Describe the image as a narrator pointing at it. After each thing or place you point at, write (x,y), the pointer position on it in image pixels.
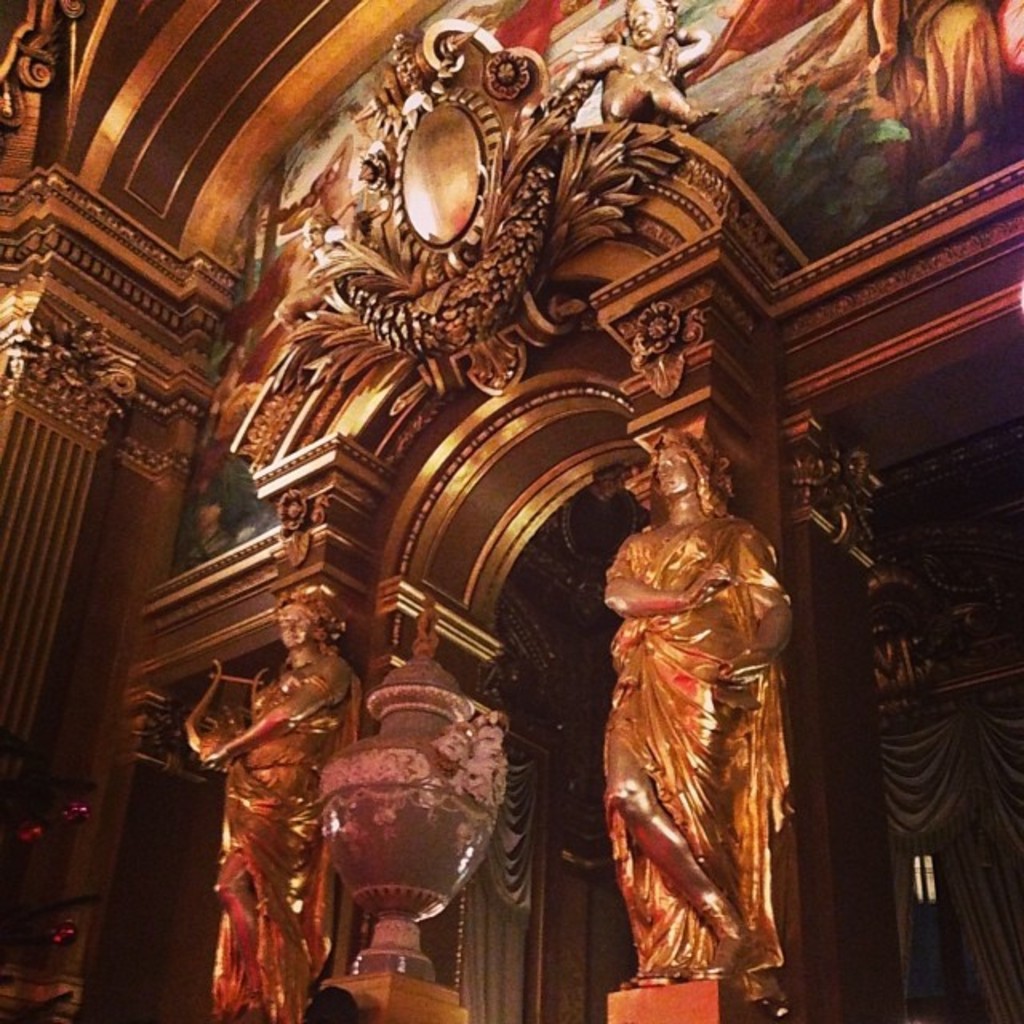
This picture describes about inside view of a building (182,645), in this we can find few sculptures (652,548) and a painting (859,185) on the wall (887,228).
